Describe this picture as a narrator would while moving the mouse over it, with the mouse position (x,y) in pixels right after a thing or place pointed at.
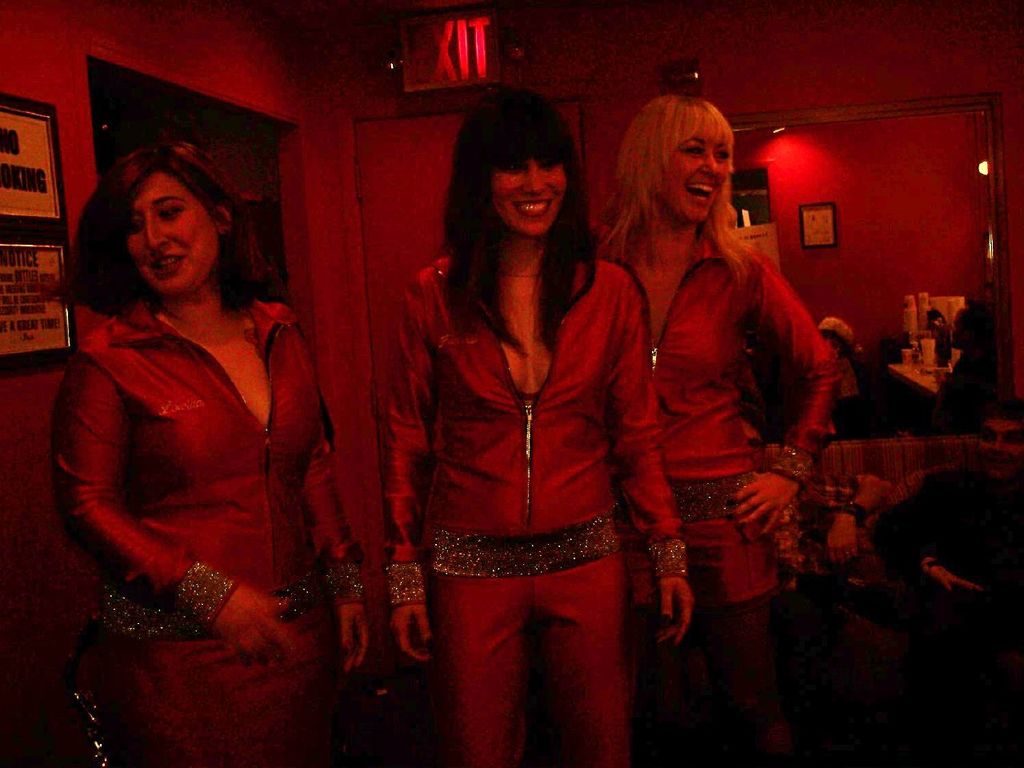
In this picture there are girls (489,230) in the center of the image (570,338) and there is a door (249,133) behind them and there is an exit board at the top side of the image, there are other people (953,368) in the background area of the image (994,403) and there are portraits (17,271) on the wall (1016,369).
